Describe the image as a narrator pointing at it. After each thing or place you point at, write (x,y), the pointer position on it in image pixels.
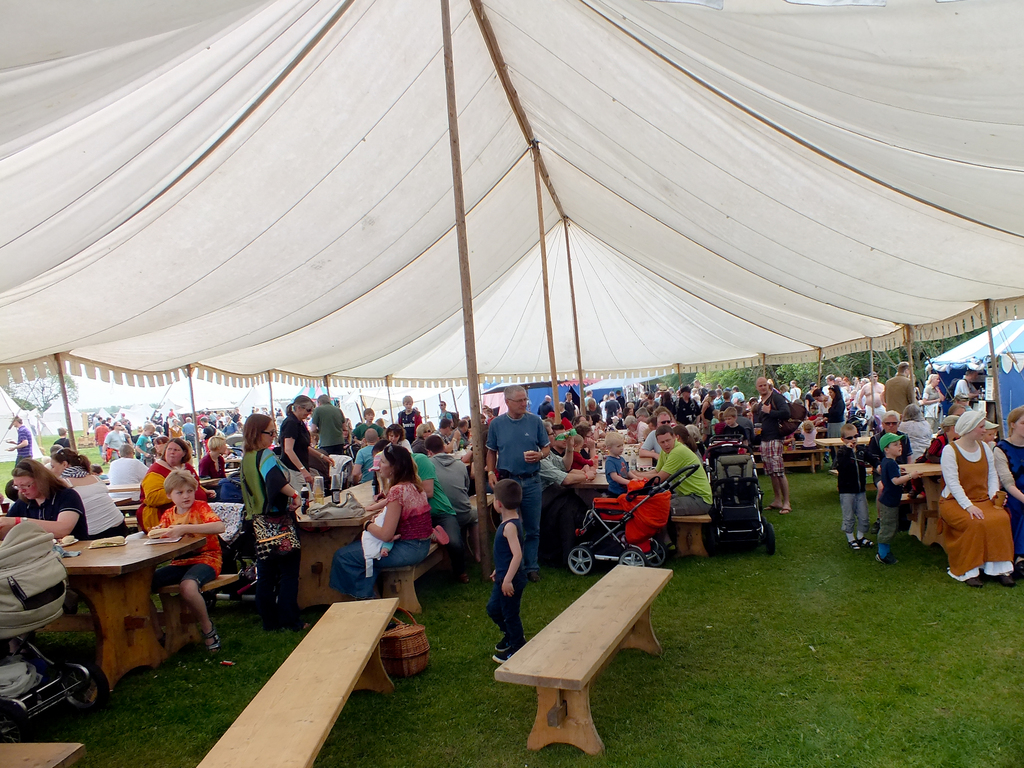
In this image i can see number of people (645,418) sitting on benches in front of a table (136,560), on the table (135,547) I can see few objects (159,531). I can see few empty benches (348,627) and few persons (521,438) standing. In the background (867,360) I can see few trees (796,374), a tent (1018,373) and number of people (183,418) at the back.
